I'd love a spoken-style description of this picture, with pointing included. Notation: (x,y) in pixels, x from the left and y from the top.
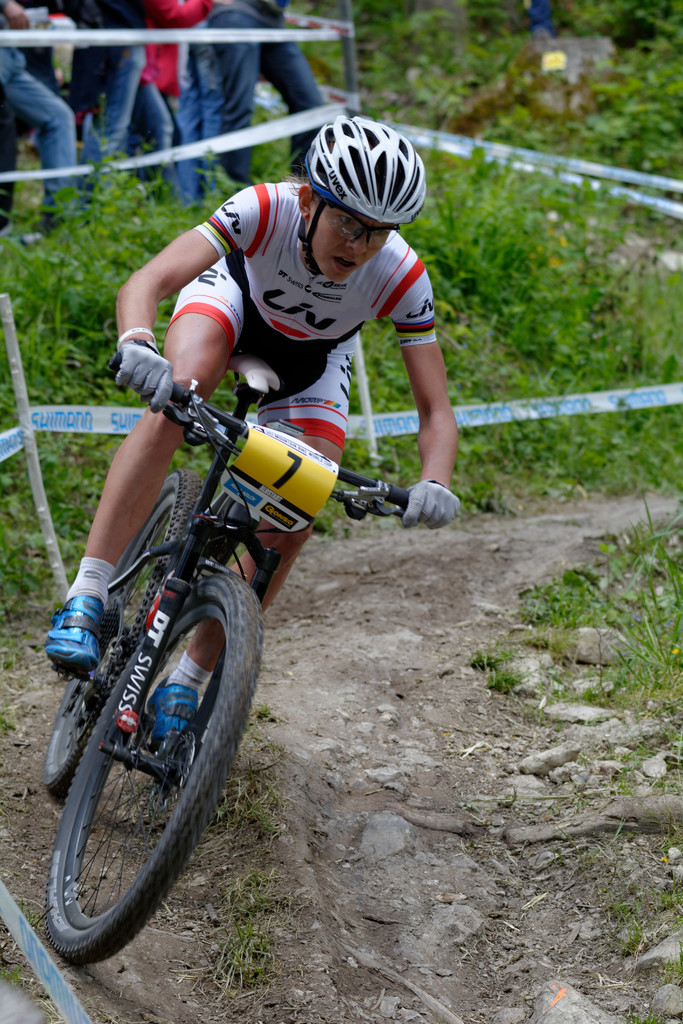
In this image, human (361,322) is riding a bicycle (148,676). She wear a helmet (356,212) and glasses (347,234) and gloves (148,373). Here we can see some plants (506,291), banner (531,403), rod (364,400). Few peoples (34,102) are standing we can see at the top of the image (122,111).
